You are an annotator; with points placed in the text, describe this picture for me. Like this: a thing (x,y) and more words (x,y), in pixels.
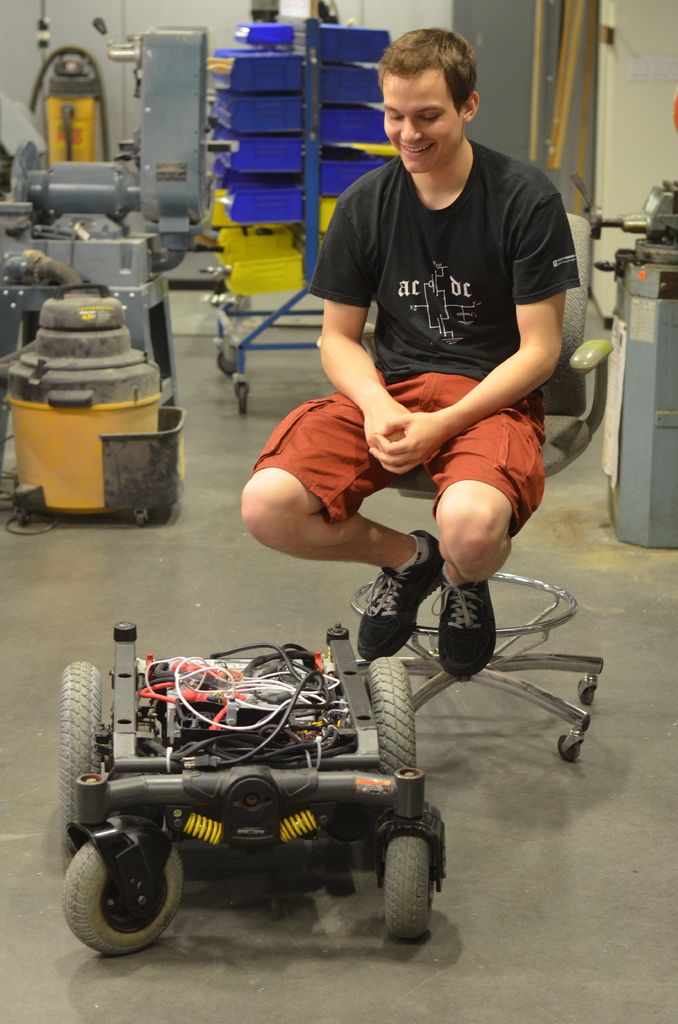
Here there is a small vehicle (96,694) on the floor (616,921) and a man (486,376) sitting on the chair (495,676). In the background (133,398) there are machines (152,142), trolley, some other objects (103,413) and a wall (604,152).
